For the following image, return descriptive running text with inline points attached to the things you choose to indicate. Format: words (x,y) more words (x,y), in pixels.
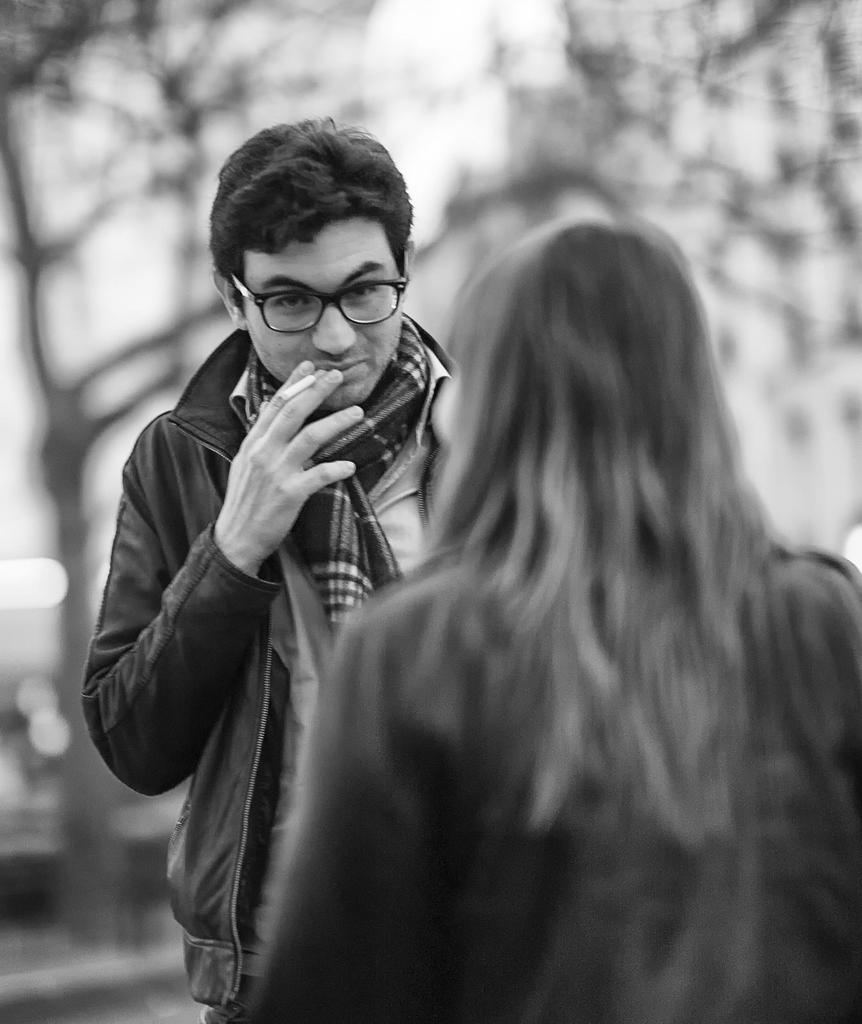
In this picture we can see a man (185,823) wore a jacket (182,572), spectacle (271,296) and holding a cigarette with his hand (293,399) and in front of him we can see a woman (531,461) and in the background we can see trees (95,204) and it is blur.
